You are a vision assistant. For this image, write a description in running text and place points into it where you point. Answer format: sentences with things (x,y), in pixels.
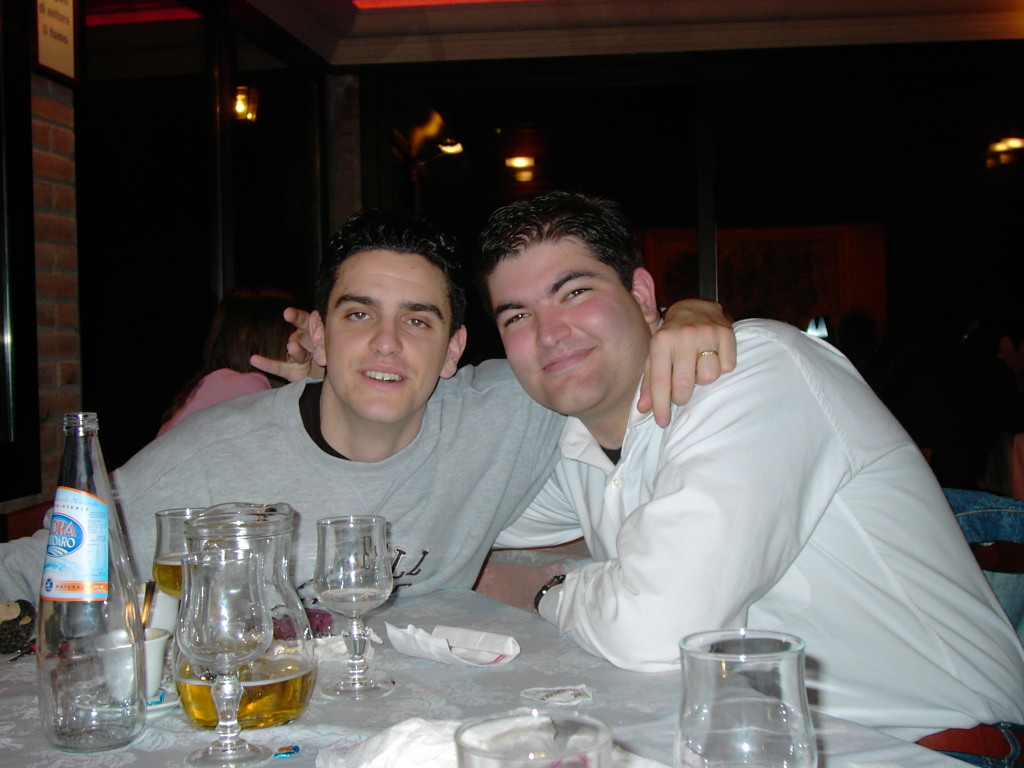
In the picture we can see two man (562,336) sitting on chairs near to the table (26,691), on the table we can find jars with wine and glasses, tissues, bottle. In the background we can find wall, lights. And one man (537,336) is wearing a shirt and other is wearing a T-shirt (486,506). One man (396,428) is smiling.
